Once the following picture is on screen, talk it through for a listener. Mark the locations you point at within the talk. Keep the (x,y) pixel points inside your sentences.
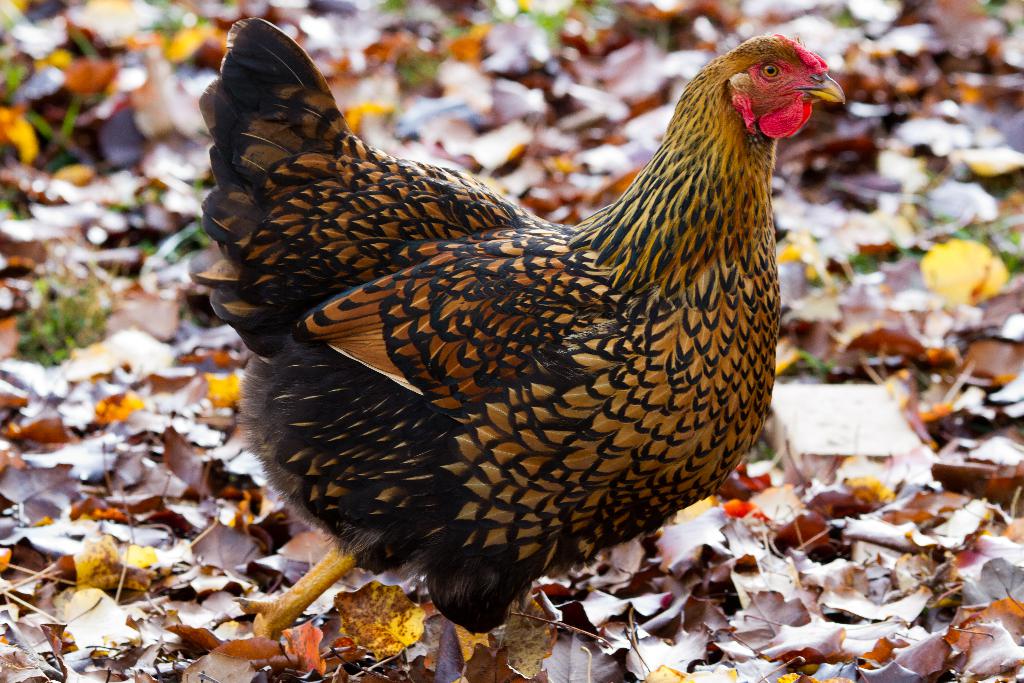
In this image we can see a hen (641,459) on the ground (382,615). In the background (157,515), we can see dried leaves (931,453) and the grass (75,294).
